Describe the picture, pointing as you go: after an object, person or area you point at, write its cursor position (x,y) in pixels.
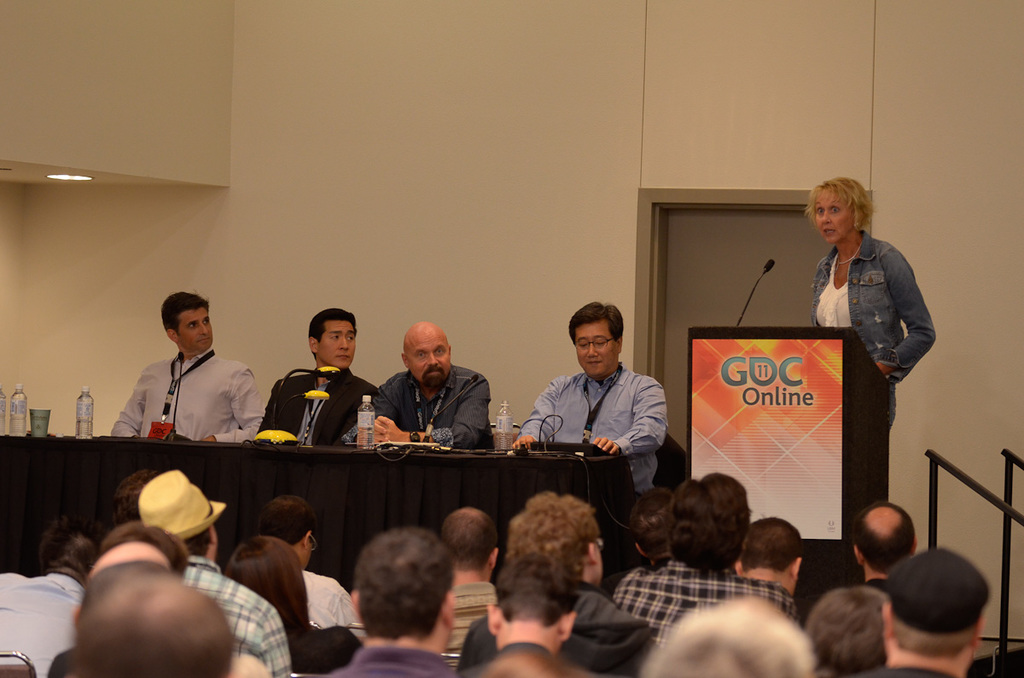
As we can see in the image there is a wall (379,142), few people (248,641) sitting on chairs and there is a table (271,479). On table (503,454) there are bottles (365,424), mics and papers (402,444).
